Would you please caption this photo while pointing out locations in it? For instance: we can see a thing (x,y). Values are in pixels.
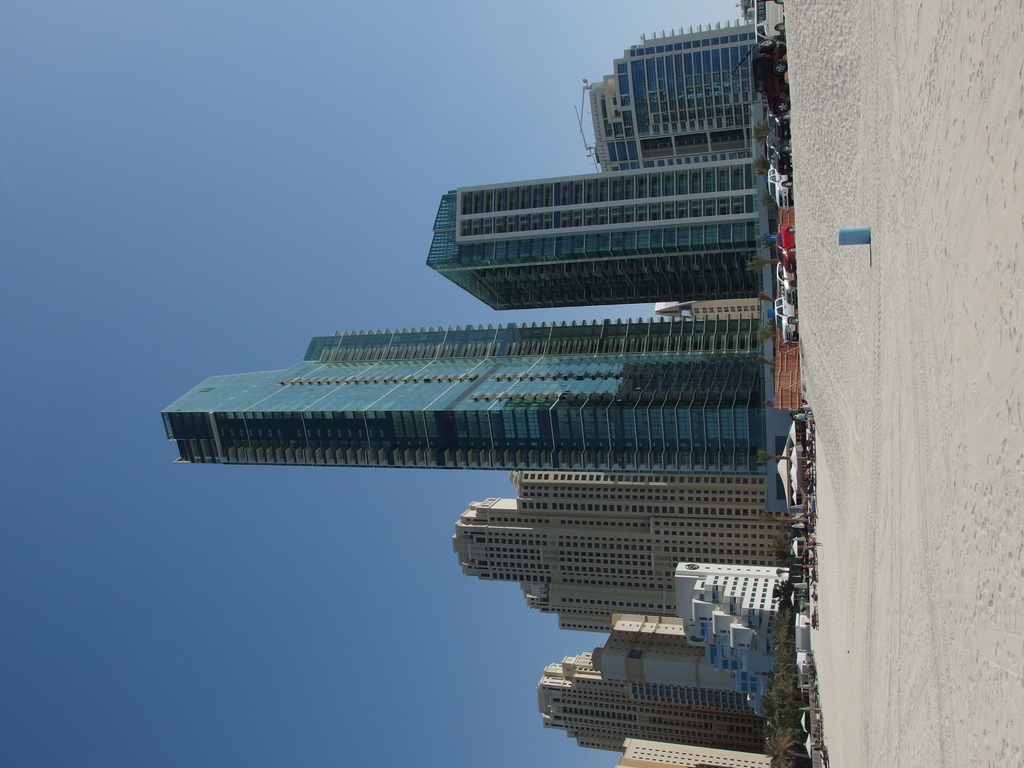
In the image we can see there are buildings (487,437), trees (780,602) and tents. Here we can see vehicles (772,193), sand (930,275) and the sky (33,258).
